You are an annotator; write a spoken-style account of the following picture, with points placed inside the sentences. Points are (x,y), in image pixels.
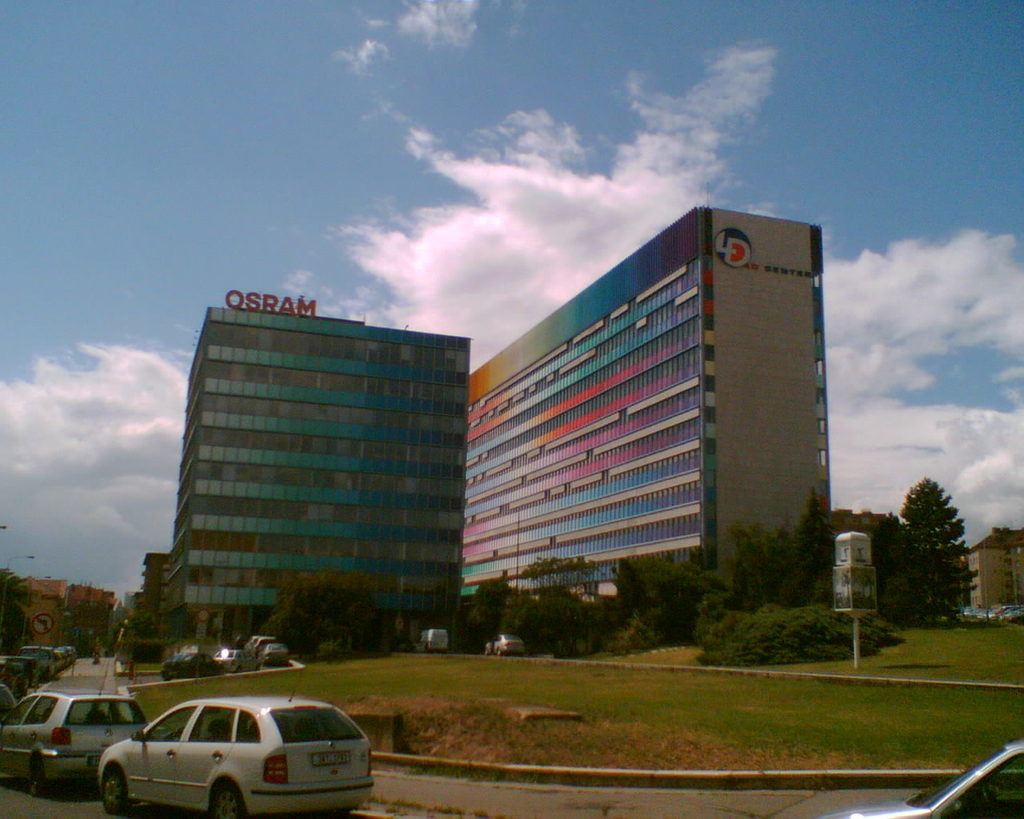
In this picture there is a building (360,526). On the bottom left corner (178,731) there are many vehicles (175,716) which are on the road (69,673). In the right (798,558) background (885,544) we can see trees (885,613), cars (1009,612) and buildings (1008,561). On the left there is a sign board (46,617), street lights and traffic cone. On the top (370,152) we can see sky (402,159) and clouds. Here we can see grass (503,710) and plants (719,641).
